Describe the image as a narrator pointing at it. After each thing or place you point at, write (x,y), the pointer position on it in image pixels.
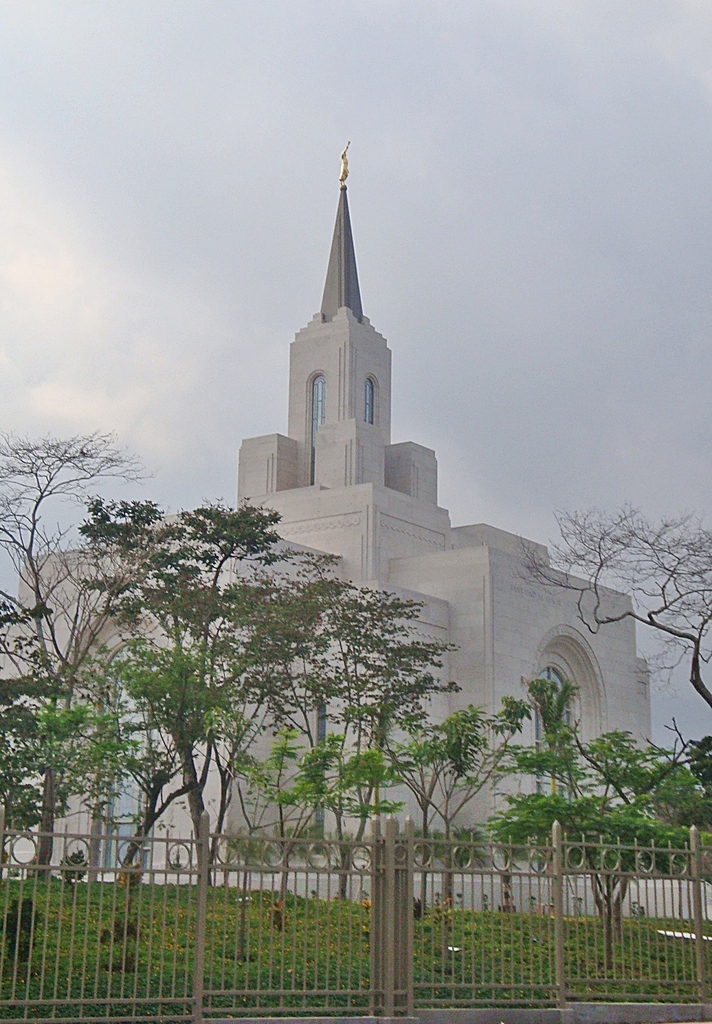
In this image, we can see buildings (300,580), trees (300,652), gate (376,937). At the bottom (223,940), there is ground (336,944) covered with grass (216,930).
